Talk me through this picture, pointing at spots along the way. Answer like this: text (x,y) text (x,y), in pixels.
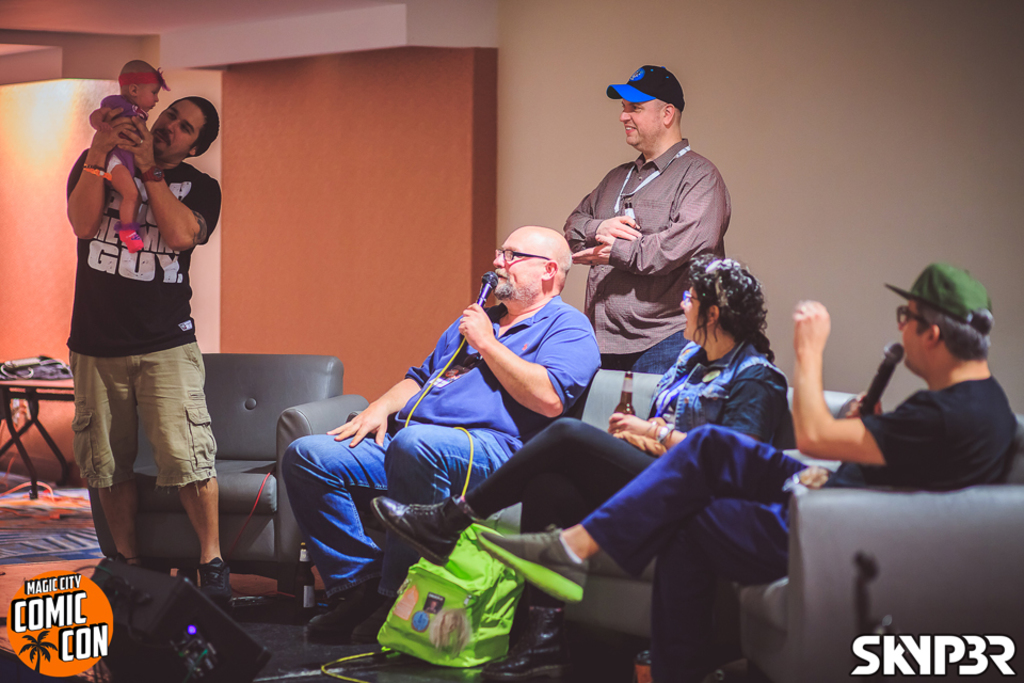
In this image, we can see some people (591,465) sitting on the sofa (859,522), there are two men (669,206) standing, in the background (729,84) there is a wall (635,52).
